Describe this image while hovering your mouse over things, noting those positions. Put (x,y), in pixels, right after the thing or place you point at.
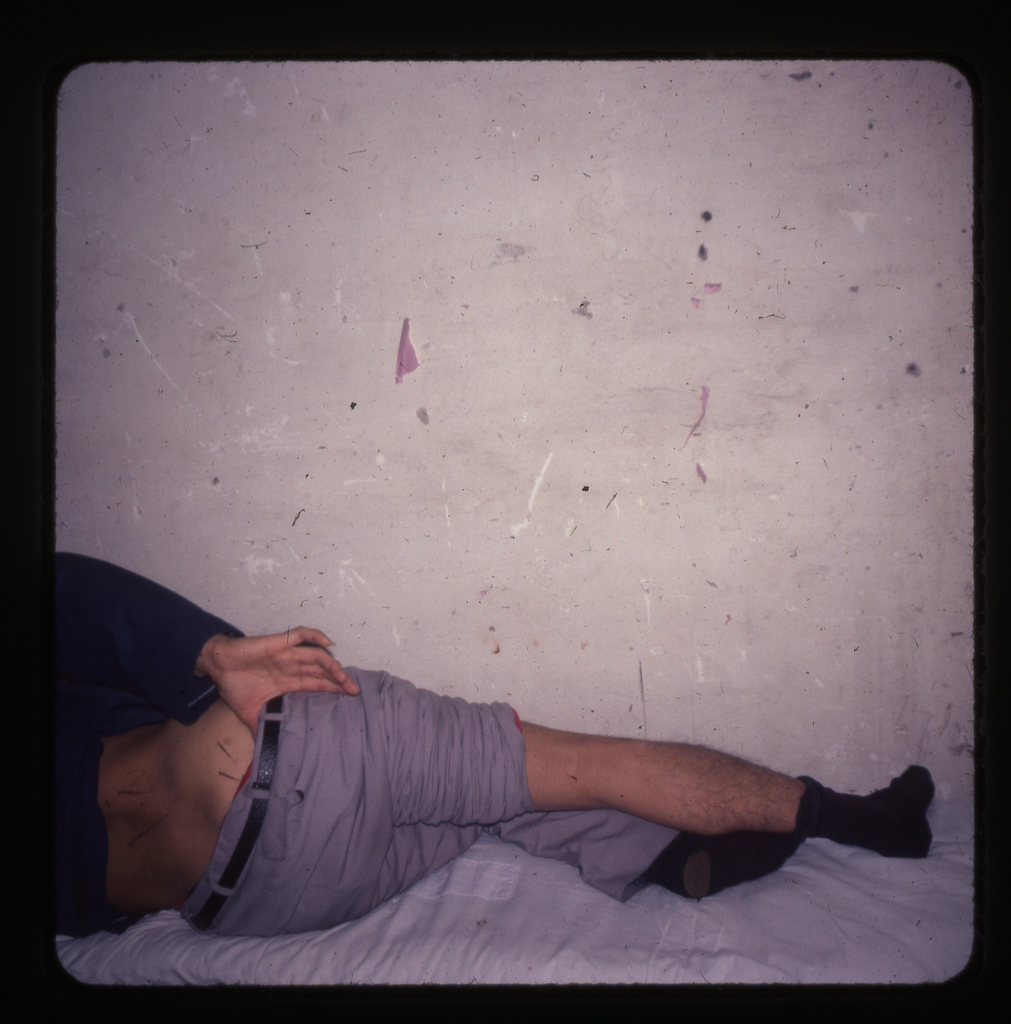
In this image I can see a person (258,753) wearing black and grey colored dress (204,699) is laying on the bed (496,941) which is white in color. In the background (588,697) I can see the white colored wall (546,431).
